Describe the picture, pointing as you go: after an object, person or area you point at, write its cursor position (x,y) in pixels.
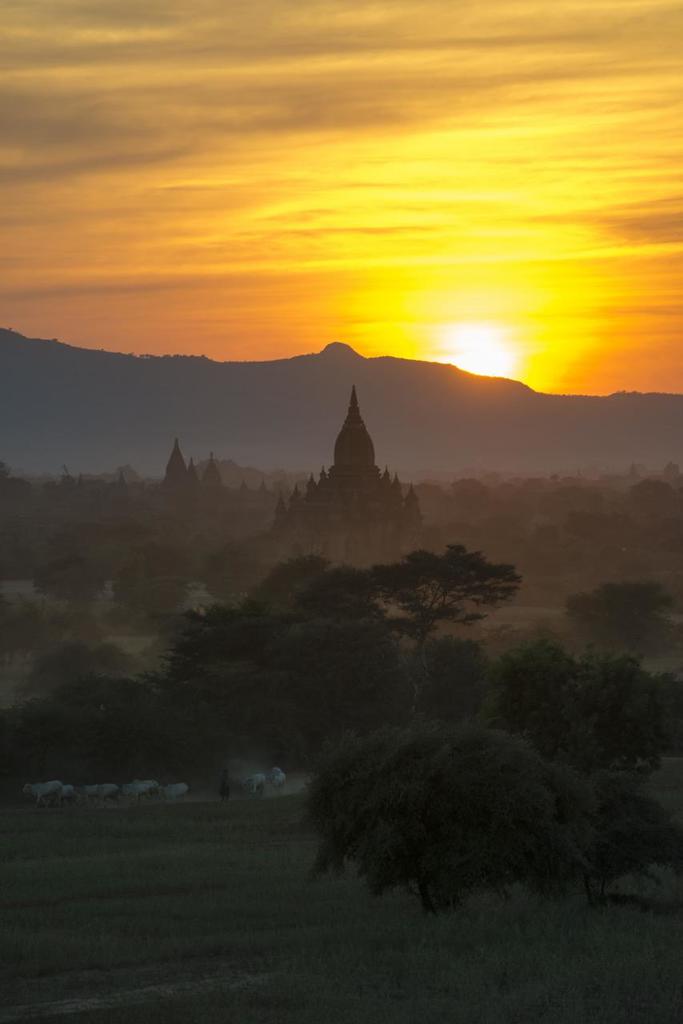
In this image there is the sky (388,199), there is sun (497,358), there are mountains (302,362), there are buildings (359,487), there are trees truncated towards the right of the image (550,709), there are animals (139,795), there is a person (223,788), there are trees (57,643) truncated towards the left of the image (102,679), in this image there is the grass (398,947).
